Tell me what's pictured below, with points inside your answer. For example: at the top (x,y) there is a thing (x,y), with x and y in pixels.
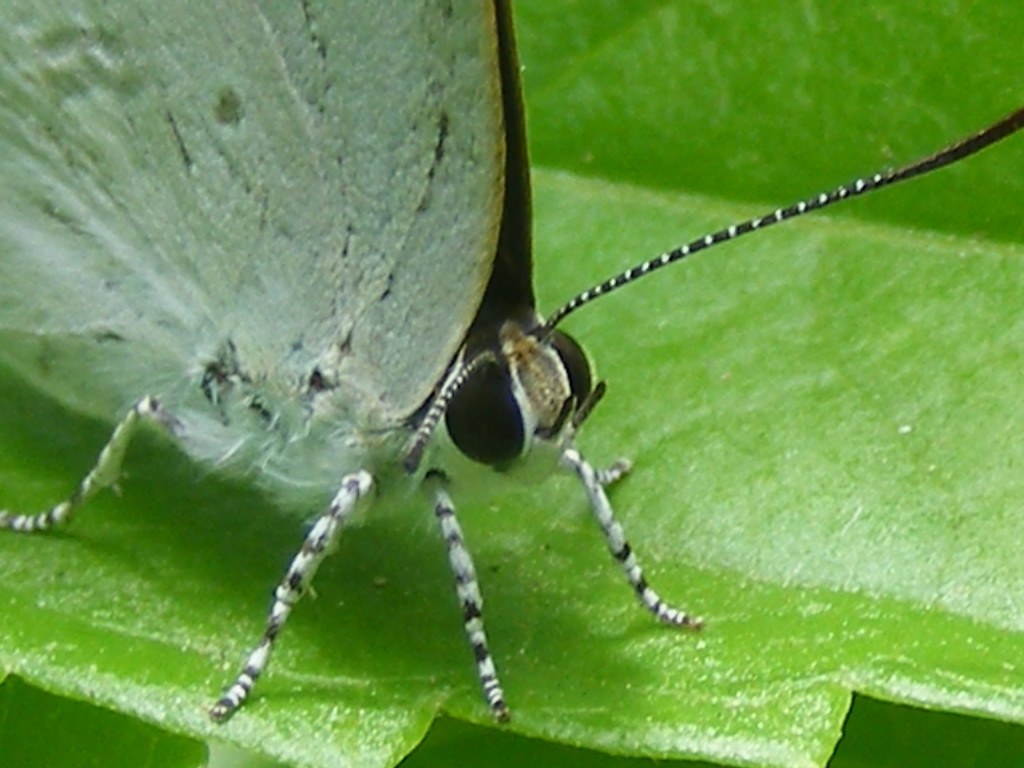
In this image we can see a butterfly (334,453) on the leaf (325,652).
